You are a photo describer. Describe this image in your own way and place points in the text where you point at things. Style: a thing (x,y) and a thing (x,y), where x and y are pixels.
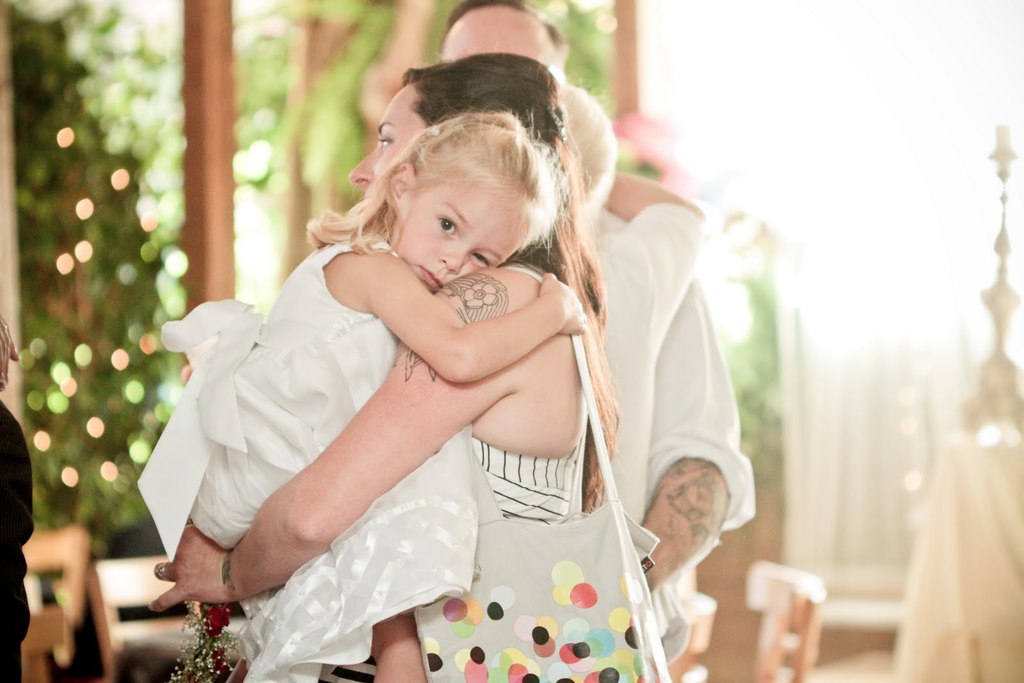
This picture is clicked inside. In the foreground (451,132) there is a woman (581,478) wearing a sling bag (513,616) and holding a girl (303,335) and standing on the ground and the girl (298,382) is wearing a white color frock (352,527) and we can see the two persons (671,405) standing on the ground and seems to be hugging each other. In the background (131,580) we can see the decoration lights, chairs (154,593) and the some other objects (80,515).
